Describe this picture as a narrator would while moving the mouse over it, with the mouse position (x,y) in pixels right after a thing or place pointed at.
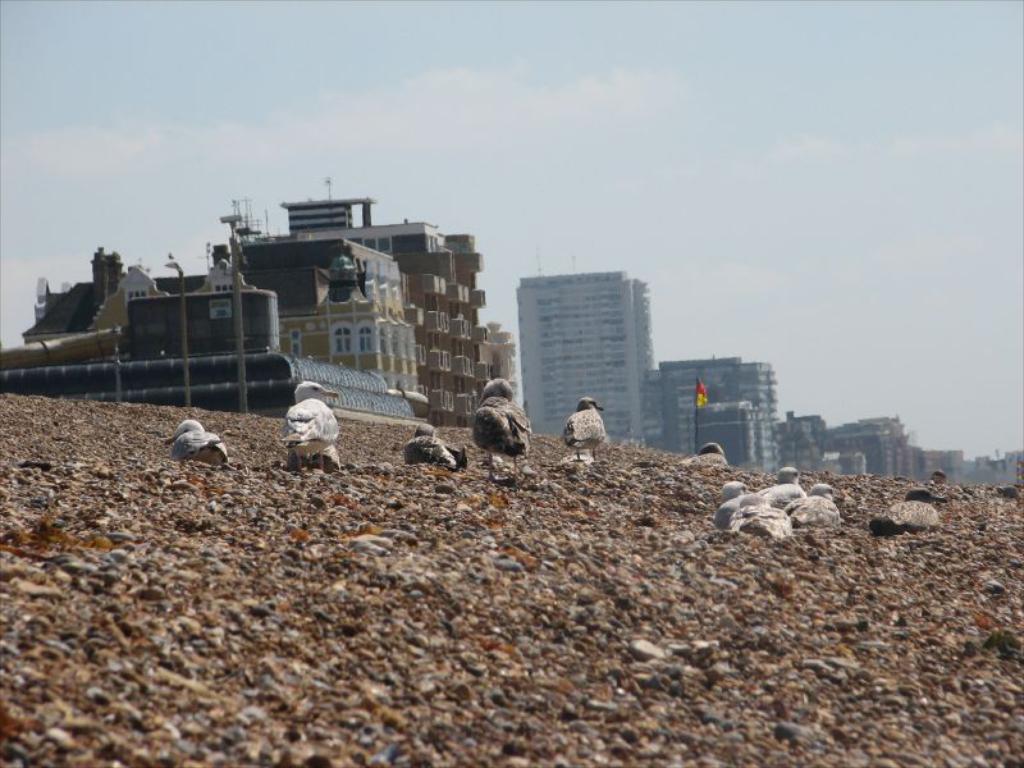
At the bottom of the picture (327,606), we see the dry leaves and the stones (403,593). In the middle (601,428), we see the birds (504,410) in white and grey color. There are buildings (582,333) in the background (890,444). We see a flag pole (697,404) and a flag (704,389) in yellow and red color. At the top (421,140), we see the sky (725,174).
